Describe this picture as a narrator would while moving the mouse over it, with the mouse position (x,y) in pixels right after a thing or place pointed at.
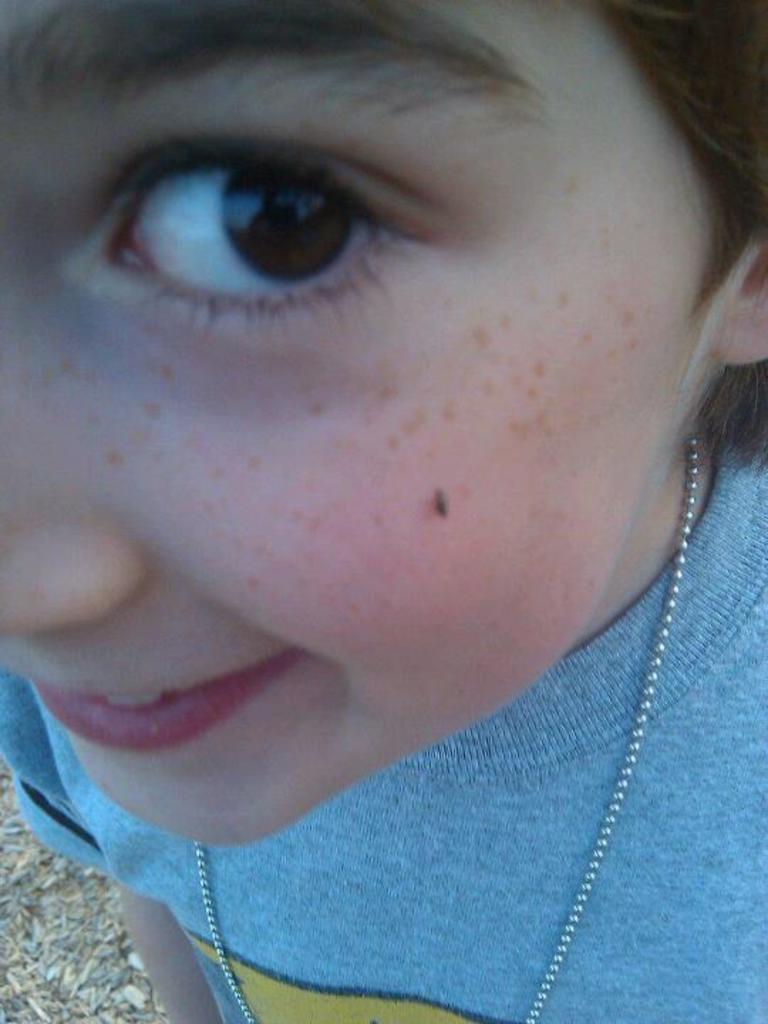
In this image in the front (418,567) there is a person (417,616) standing and smiling.
